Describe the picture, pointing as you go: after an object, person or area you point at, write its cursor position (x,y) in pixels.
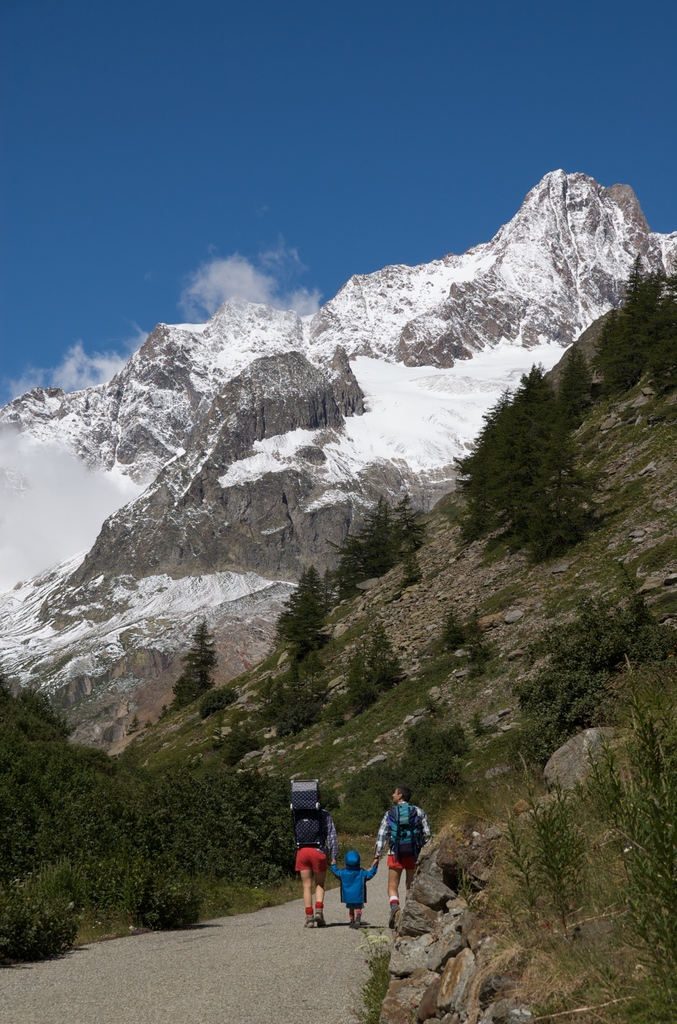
In this image we can see some people (404,808) walking on the pathway (336,944). We can also see a group of trees (136,847), plants (105,801), some stones (448,895), the mountain (650,416), an ice hill (287,399) and the sky (253,138) which looks cloudy.
